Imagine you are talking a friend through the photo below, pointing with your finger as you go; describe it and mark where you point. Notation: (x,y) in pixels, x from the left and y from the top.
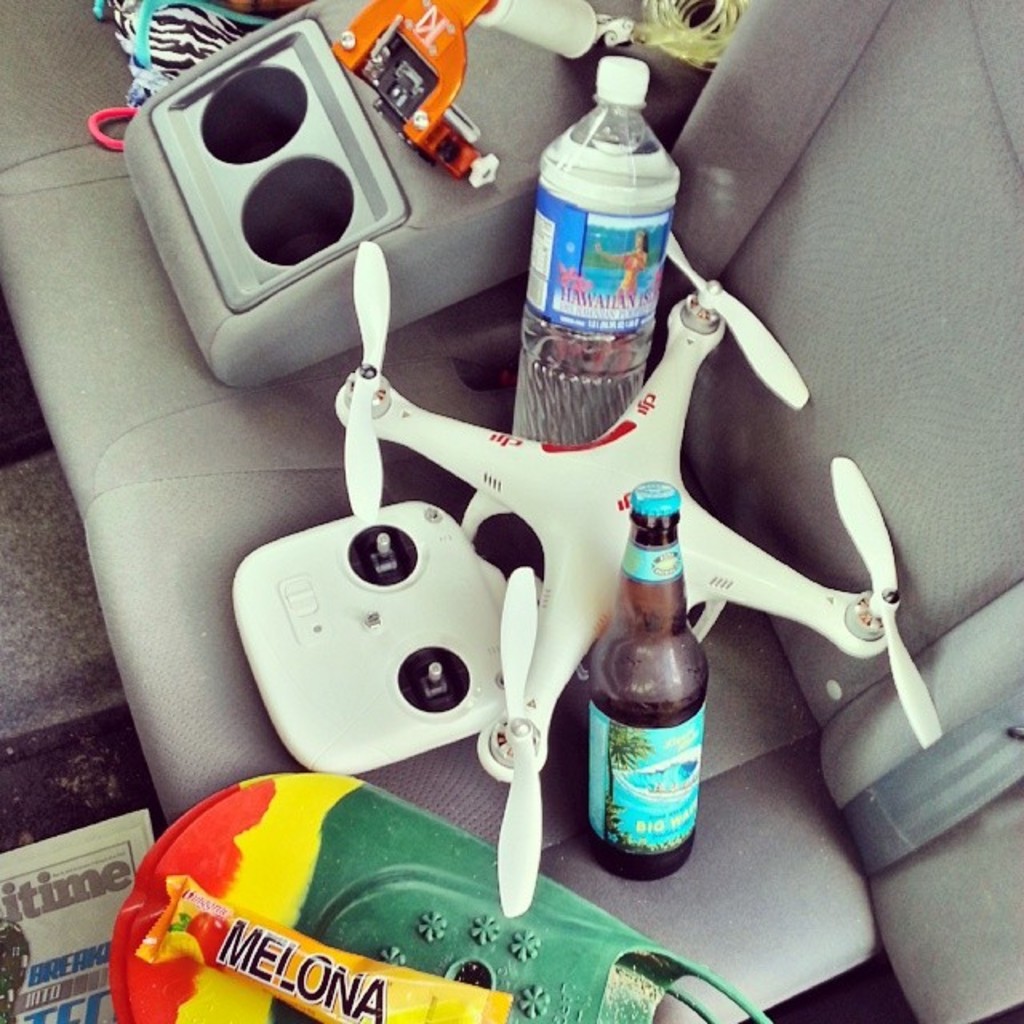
There is a seat (592,864) which has some objects (563,546) placed on it.
